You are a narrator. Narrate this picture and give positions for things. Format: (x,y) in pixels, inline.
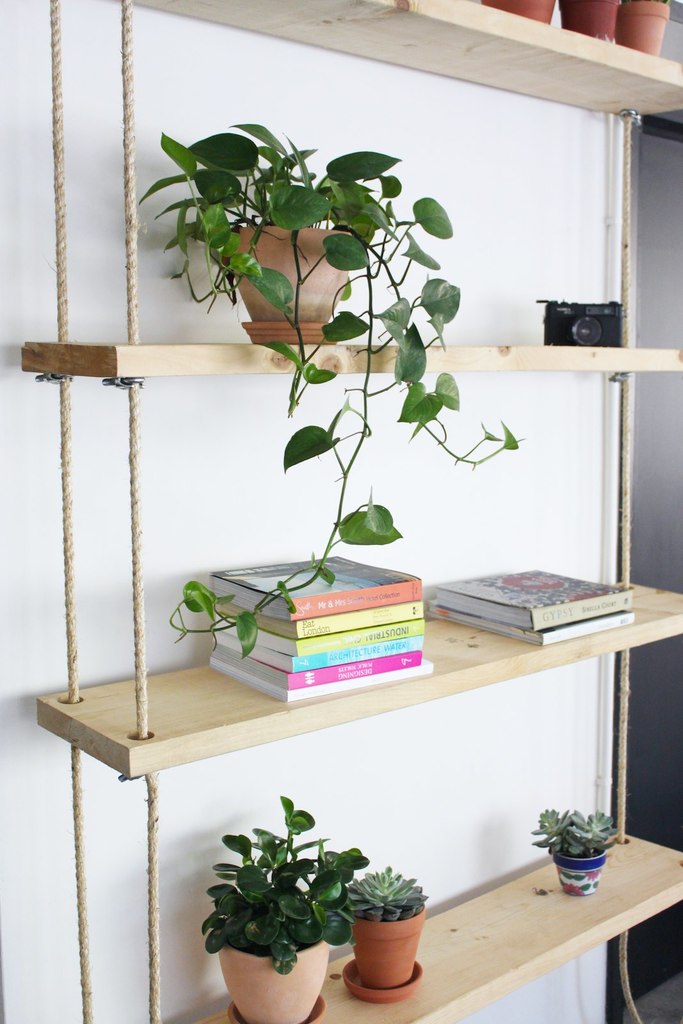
In this image I can see few flower pots (379,263), books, camera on the wooden shelves (452,677). Background (462,229) is in white color.
